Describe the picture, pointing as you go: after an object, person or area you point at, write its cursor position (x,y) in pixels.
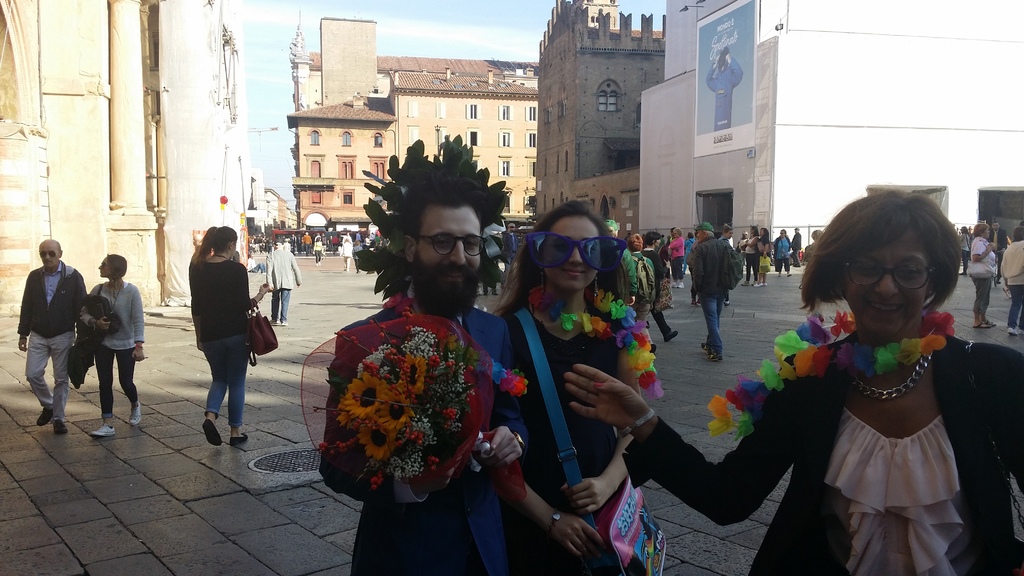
In the foreground of this image (799,509), there are two women (642,458) and a man (465,500) standing on the pavement (278,528) and they are having paper garlands (585,318) around their neck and among them a woman (582,499) is wearing a bag (605,548) and the man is holding a bouquet (418,414) and it seems like a decorative item (394,194) with leafs (373,268) is behind his head (426,215). In the background (717,248), there are persons (292,255) standing and walking on the pavement (319,299), buildings (321,119), a poster (733,80), sky (486,46) and the cloud (453,33).
